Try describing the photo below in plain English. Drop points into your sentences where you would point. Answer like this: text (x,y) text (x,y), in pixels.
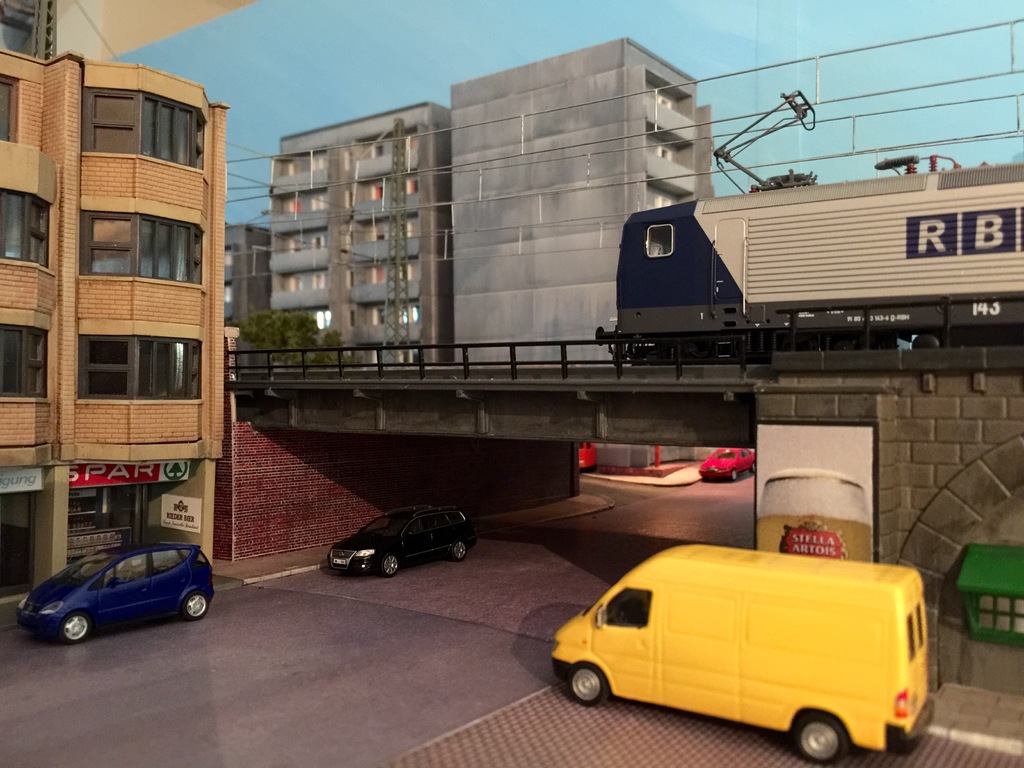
In this image we can see some vehicles (456,556) on the road (388,610). We can also see some buildings (168,348) with windows (157,358), a tower (403,196) with wires (409,152), plants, a train (761,326) on the bridge (381,404) and the sky (352,118) which looks clear.
